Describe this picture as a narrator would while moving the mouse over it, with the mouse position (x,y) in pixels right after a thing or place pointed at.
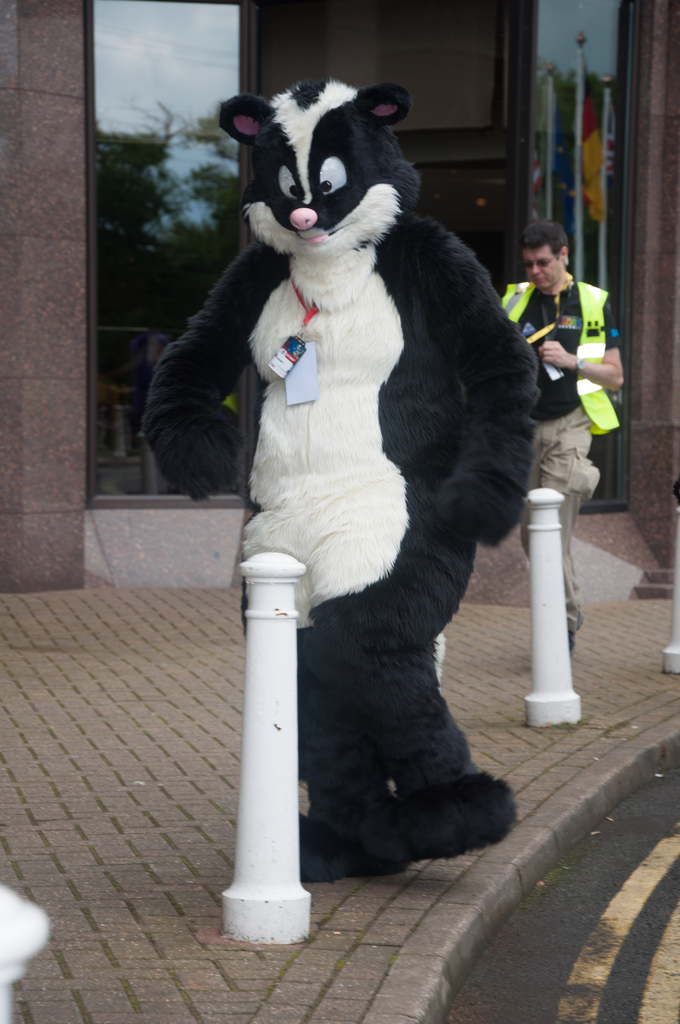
A person (363,357) is walking wearing an animal costume (363,122). There is another person (545,339) behind him. There is a building (256,81) at the back (84,97) which has glasses (613,70) and in its reflection (152,212) we can see trees (126,157) and flags (569,209).
